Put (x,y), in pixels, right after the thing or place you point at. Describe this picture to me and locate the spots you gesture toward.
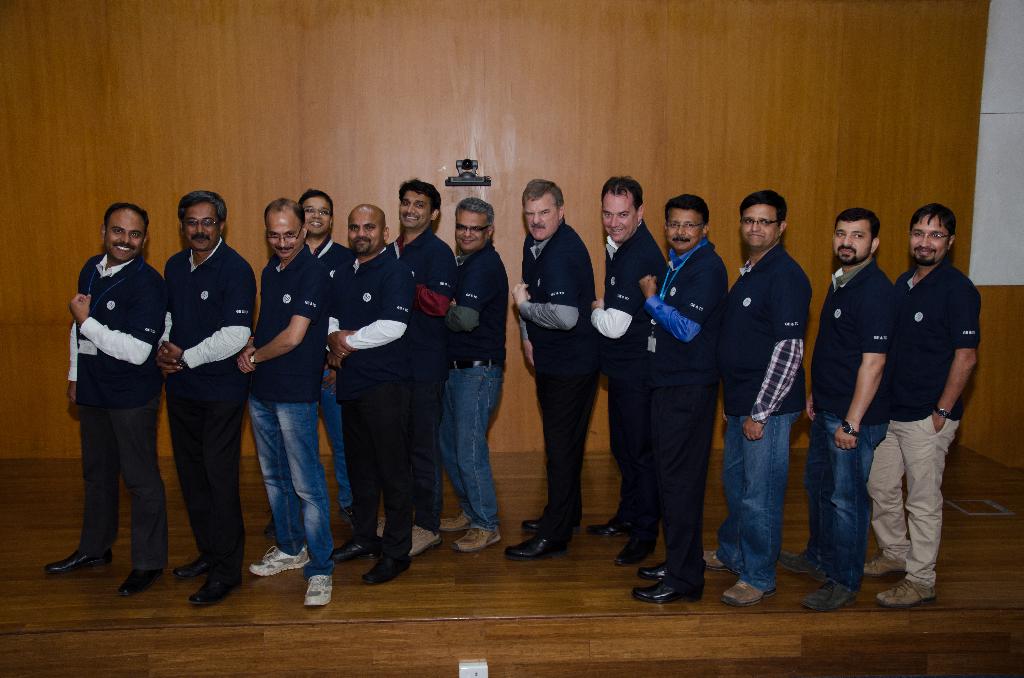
In this image in the foreground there are thirteen people (220,529) standing on the stage (87,582) and at the bottom (484,662) there is a switch (470,674).
